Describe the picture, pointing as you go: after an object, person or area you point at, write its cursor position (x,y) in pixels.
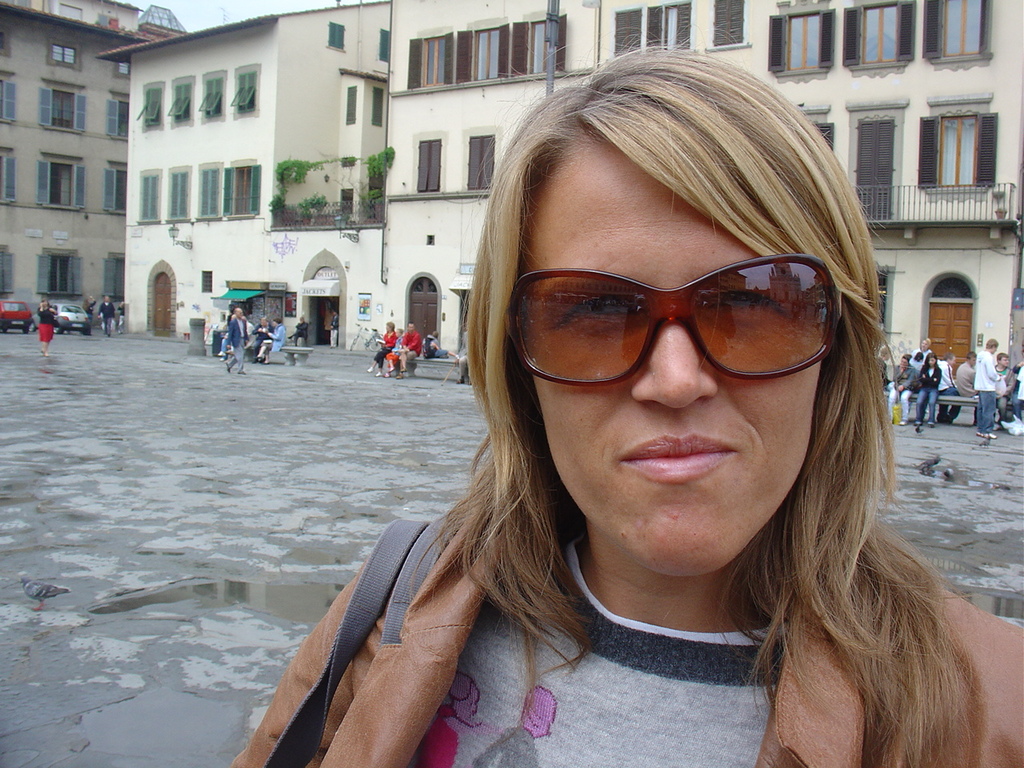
In this image we can see few people (504,506) on the ground (342,438), few people (901,388) are sitting on the benches (955,404) and in the background (373,105) there are few buildings (23,180), a creeper plants (300,176) to the building (316,184) and cars (24,312) on the ground (65,336).
